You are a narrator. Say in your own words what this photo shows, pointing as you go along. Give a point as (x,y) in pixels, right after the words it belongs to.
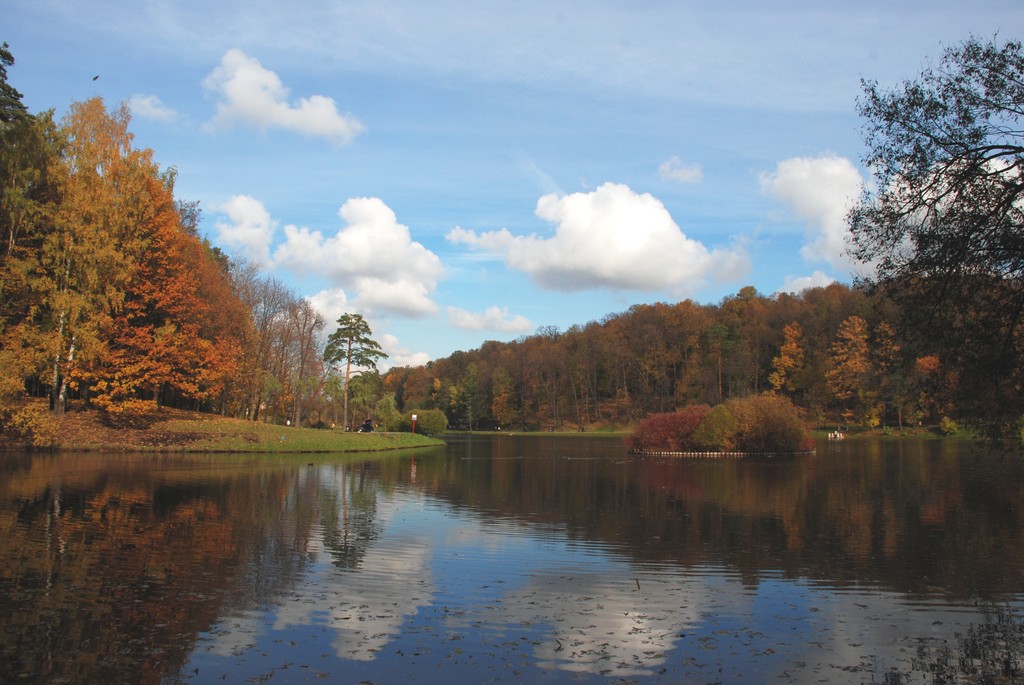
In this picture we can see the water (488,502), trees (555,415), some objects (335,426) and in the background (515,208) we can see the sky (459,188) with clouds (337,126).
